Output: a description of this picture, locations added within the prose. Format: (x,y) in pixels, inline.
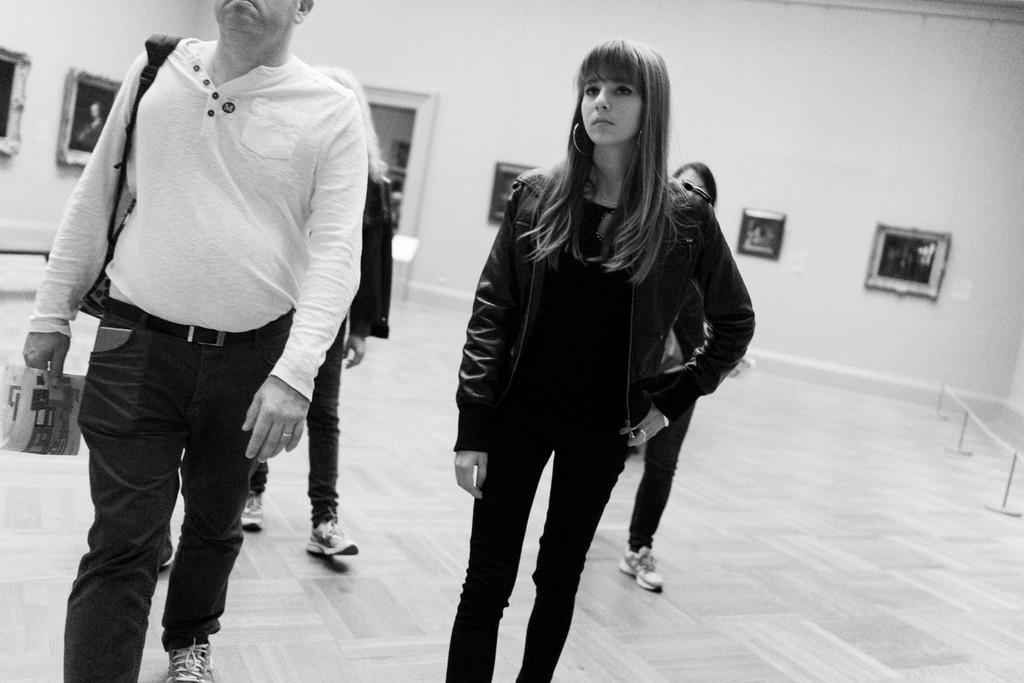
In this image, we can see four people (214,439). On the left side (291,187), we can see two people (139,242) are walking on the floor (384,648). Background (467,86) we can see a wall (480,174) with few photo frames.
